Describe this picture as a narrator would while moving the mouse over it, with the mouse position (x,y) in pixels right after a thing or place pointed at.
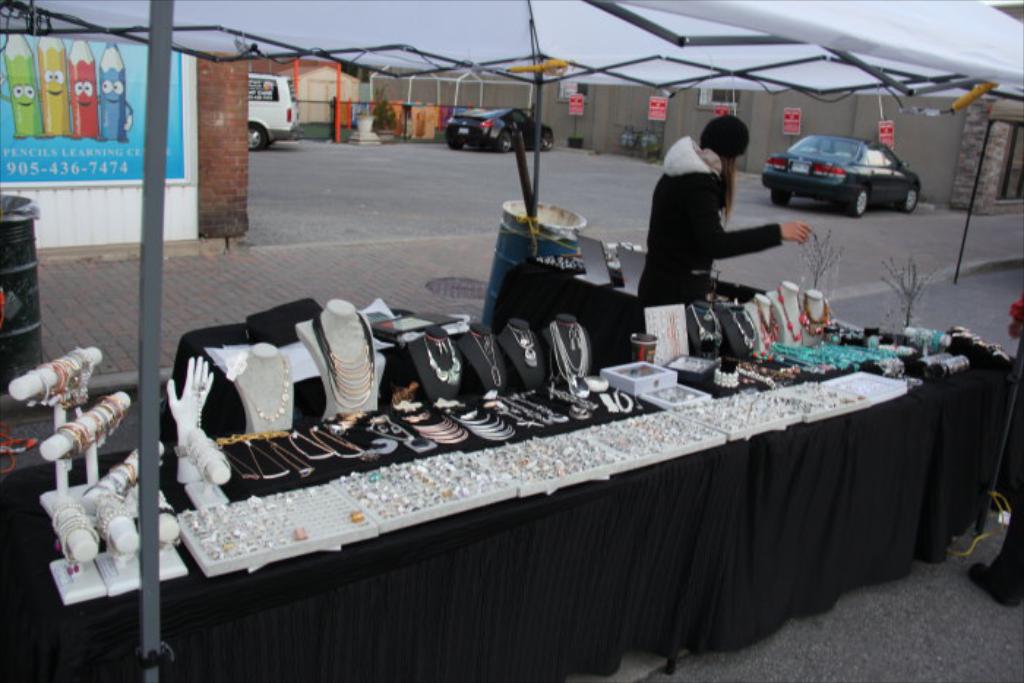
In this image in the foreground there is a tent (288,0), under the tent (349,6) there are few peoples (713,200), table (258,492), barrels (7,231), on which there are boxes (413,501) contain earrings (423,486), mannequin (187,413) contain necklace set (776,334), bangle stand (91,444), on which there are some bangles (54,363), there is a road (379,183) in the middle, on the road (279,214) there are vehicles (839,159), and there is a wall (678,119), in front of the wall (706,119) there are some boards (571,111) attached, on the left side (215,111) there is the wall (130,90) on which there is a text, pencil images (55,111).
